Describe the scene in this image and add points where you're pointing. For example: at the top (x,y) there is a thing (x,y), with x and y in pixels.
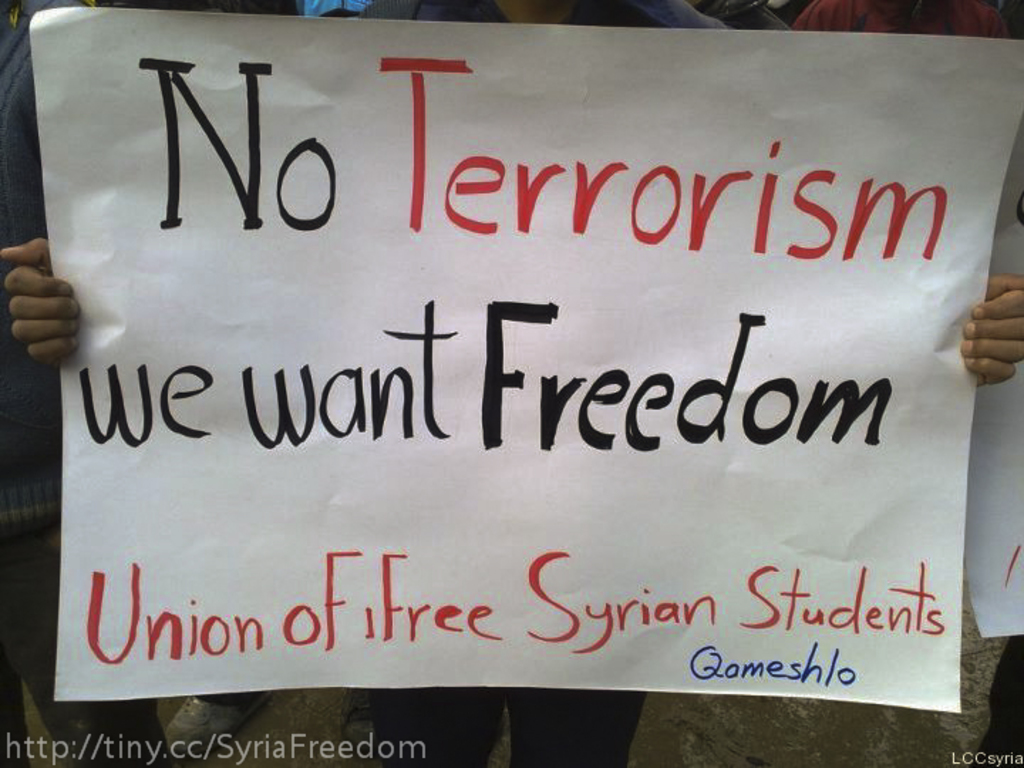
Here we can see a person (10,169) holding a paper (383,424) with text (582,427) written on it. In the background (22,127) we can see few persons (21,572) and a paper (997,481).
